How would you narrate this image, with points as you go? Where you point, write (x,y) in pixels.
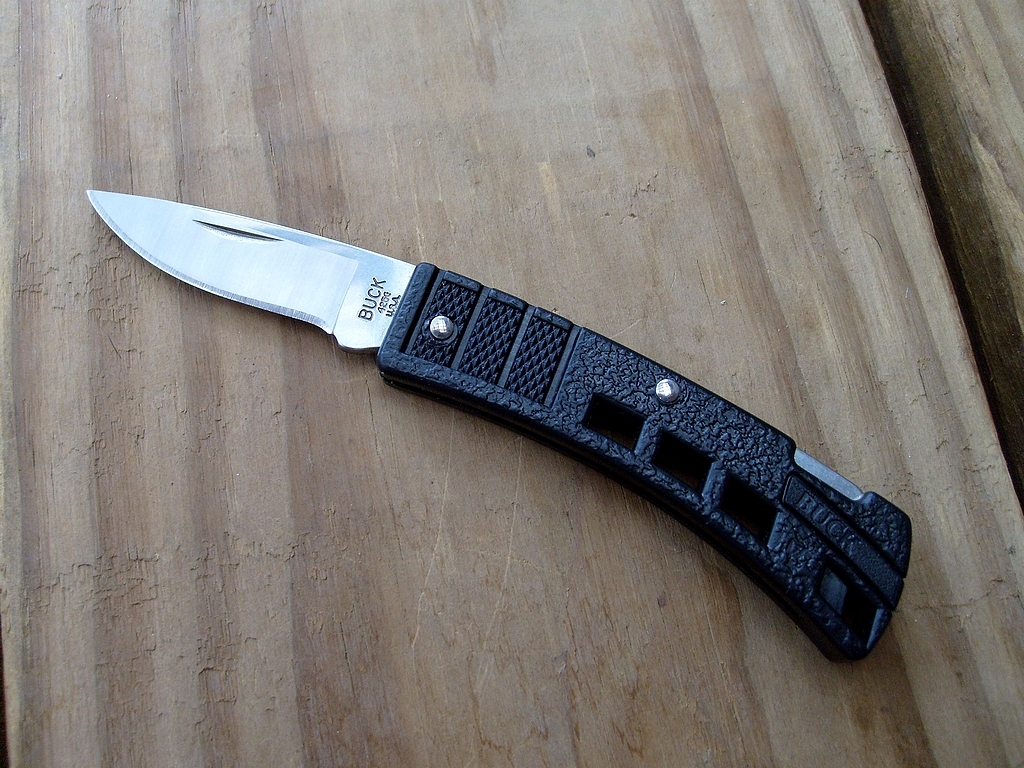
In this picture, we can see a knife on the wooden object (723,244).
